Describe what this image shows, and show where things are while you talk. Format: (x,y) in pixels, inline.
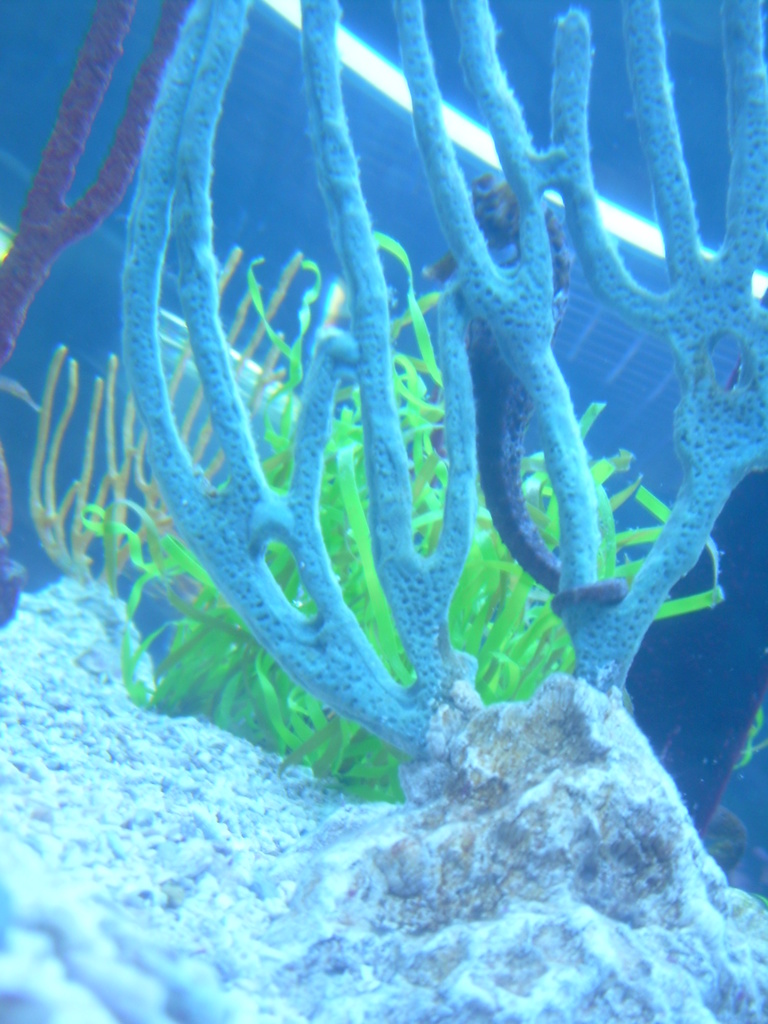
In this image I can see an aquatic plants (595,530) and stone (605,795). They are in white, blue and green color.
